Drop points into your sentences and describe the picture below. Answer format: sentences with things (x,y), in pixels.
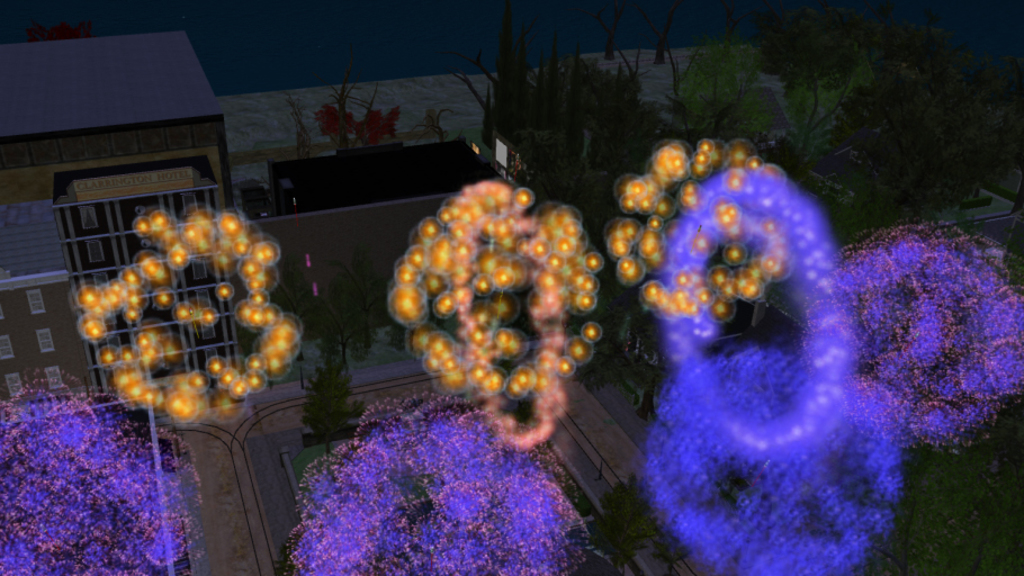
This is an animated picture. Here we can see plants (576,190), trees (727,120), screen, and a house (398,229). There are lights (800,400).
